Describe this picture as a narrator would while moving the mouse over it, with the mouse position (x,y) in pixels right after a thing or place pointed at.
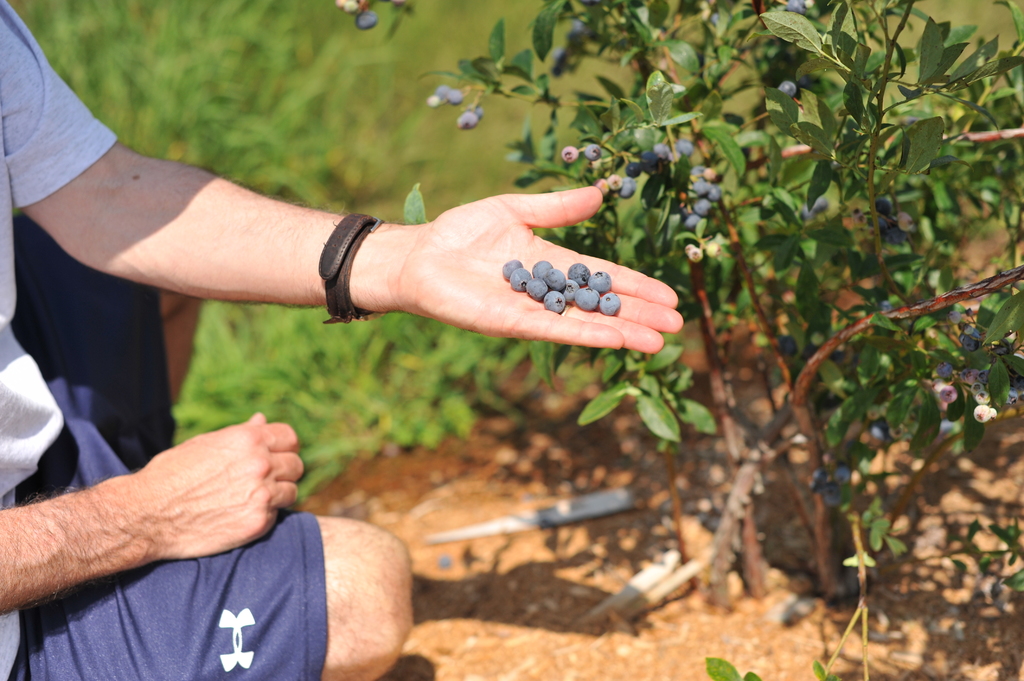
In this image we can see a person (154,344) wearing ash color T-shirt (13,125) and blue color short (222,638) crouching down and there are some things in his hands (496,249) and at the background of the image (605,188) there are some plants (863,456) and grass (250,95).
